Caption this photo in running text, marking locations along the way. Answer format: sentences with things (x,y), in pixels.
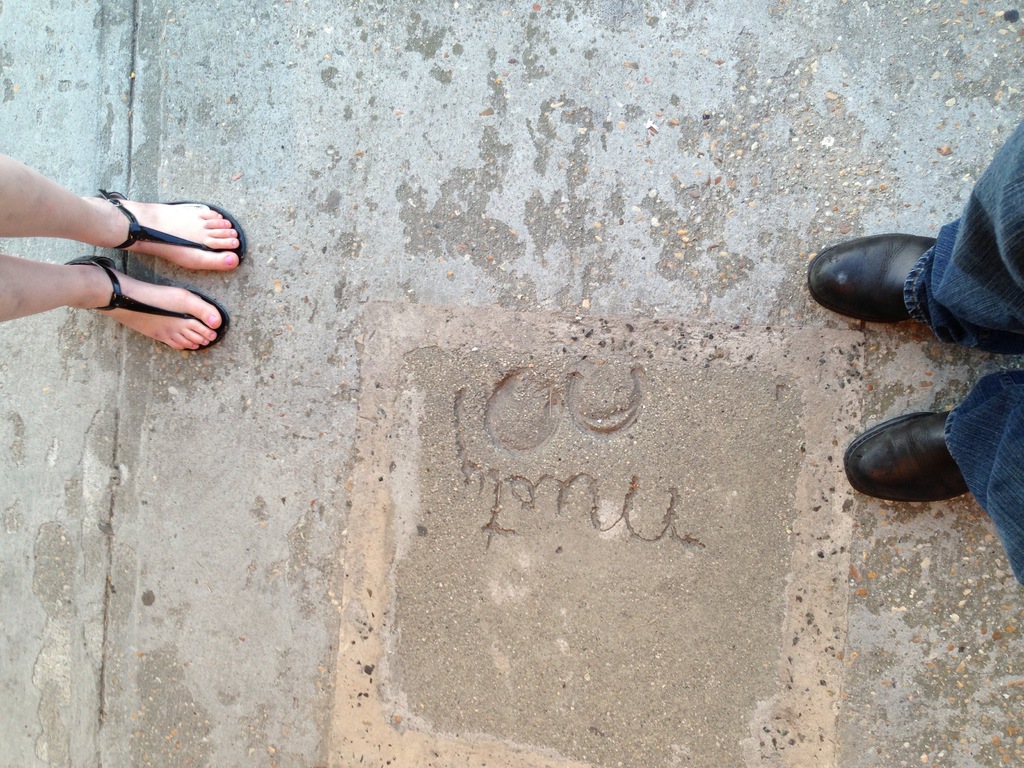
In this picture I can see two persons (962,424) standing on the road (572,314).
